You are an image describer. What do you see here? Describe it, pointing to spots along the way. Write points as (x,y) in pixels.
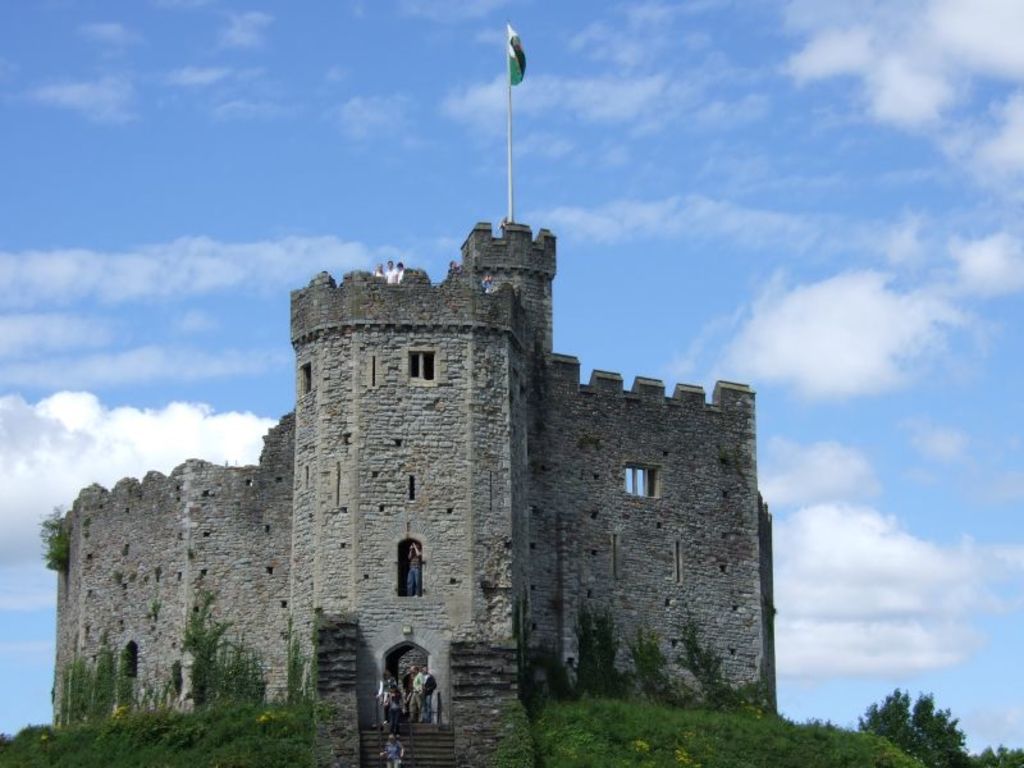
In the center of the picture (534,439) there is a castle (605,439). In the foreground (423,693) there are people (404,681) on the staircase (419,743). On the left (263,731) there are plants (105,729) and trees (52,540). On the right (829,750) there are plants (514,750) and trees (903,729). At the top (508,39) there are people (388,279) and a flag (513,78). Sky (249,117) is bit cloudy and it is sunny.
